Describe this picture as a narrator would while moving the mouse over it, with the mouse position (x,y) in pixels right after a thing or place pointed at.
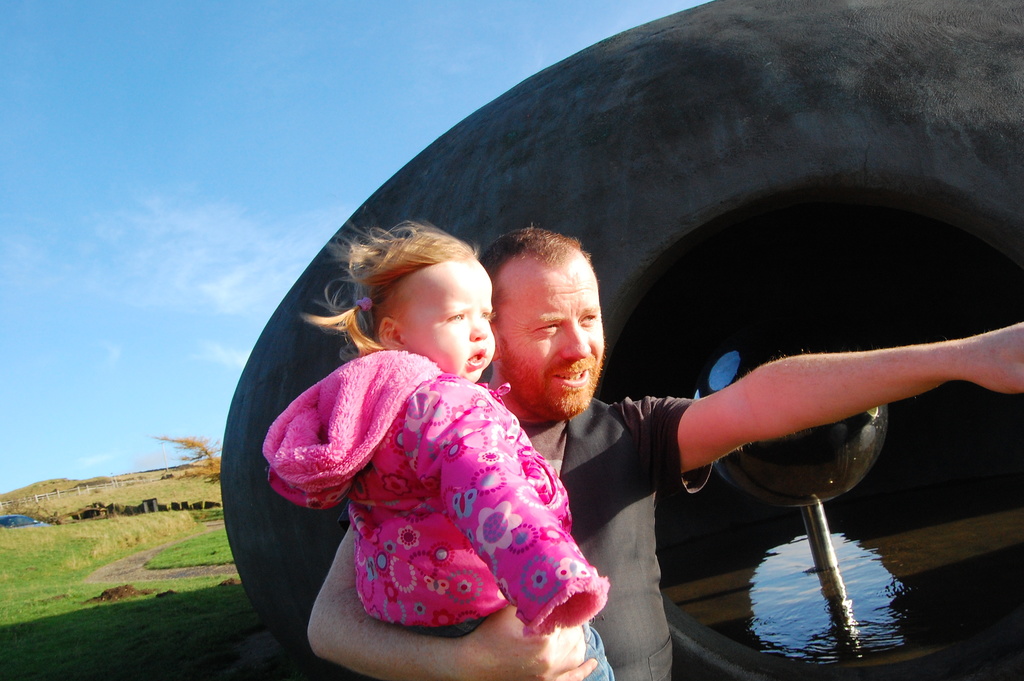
As we can see in the image there is sky (196,340), grass (26,626), two people (395,515) over here, water (891,545) and cave (845,250).
